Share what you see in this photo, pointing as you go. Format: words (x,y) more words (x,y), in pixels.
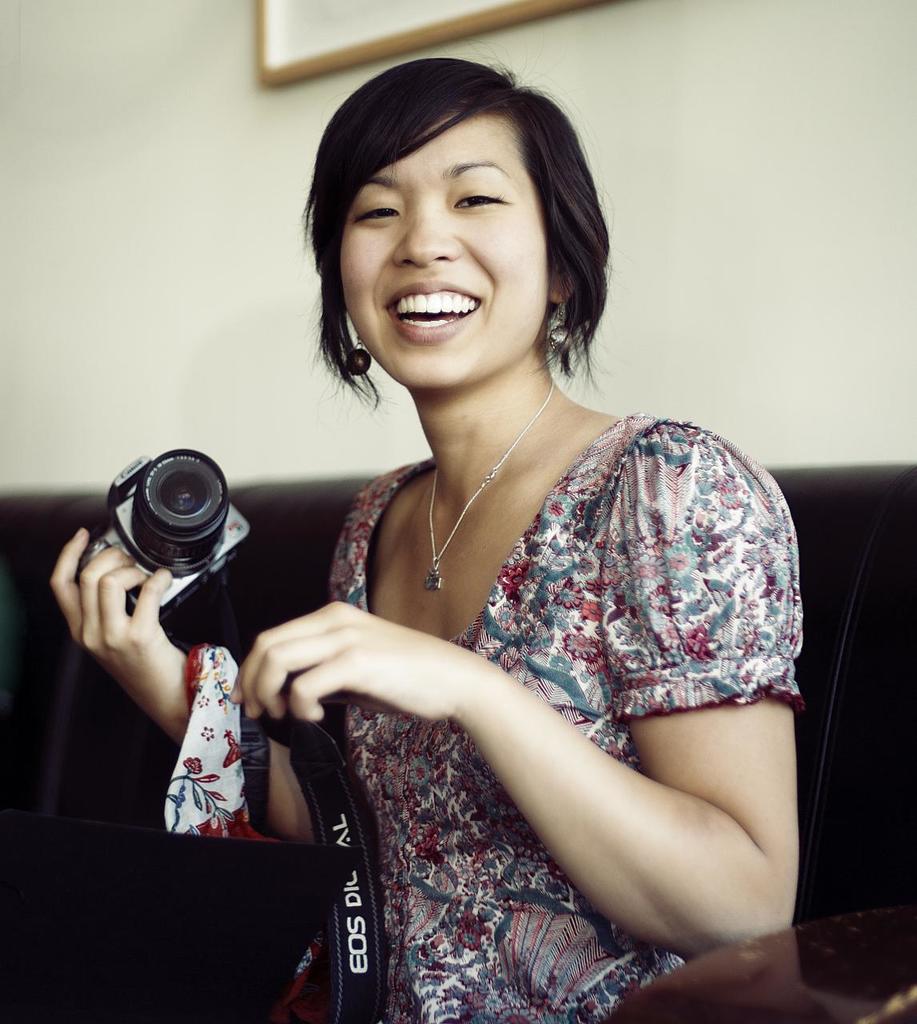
In the image we can see there is a woman (543,429) who is sitting and holding camera (193,541) in her hand (111,560) and she is smiling.
